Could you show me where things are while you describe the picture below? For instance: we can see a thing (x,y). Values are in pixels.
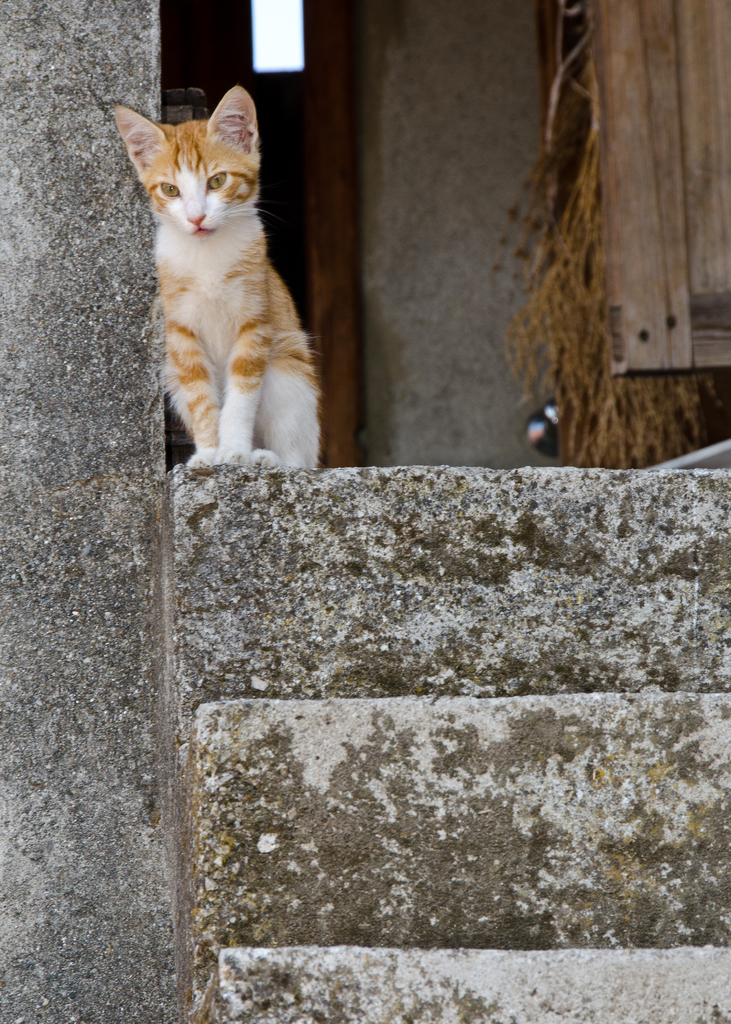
In front of the image there are steps (341,655). And there is a cat (245,308) beside the pillar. In the background (701,58) on the right side (666,97) there is a door (689,305). And also there is a wall (448,134).
